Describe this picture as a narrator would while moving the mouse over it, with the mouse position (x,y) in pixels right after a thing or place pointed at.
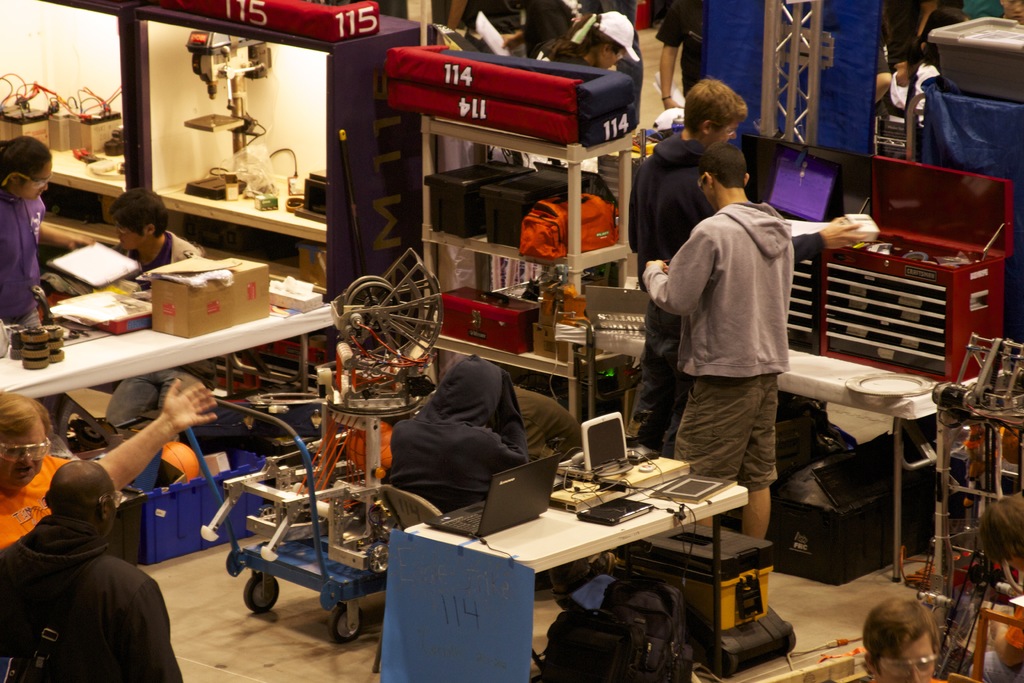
In this image, we can see persons (85,527) wearing clothes (86,555). There are racks (242,231) contains boxes (500,200) and some electrical equipment (231,121). There is a machine (372,520) in the middle of the image (401,321). There are tables (277,329) contains laptop (520,477), boxes (892,236) and some electrical equipment (626,485).
